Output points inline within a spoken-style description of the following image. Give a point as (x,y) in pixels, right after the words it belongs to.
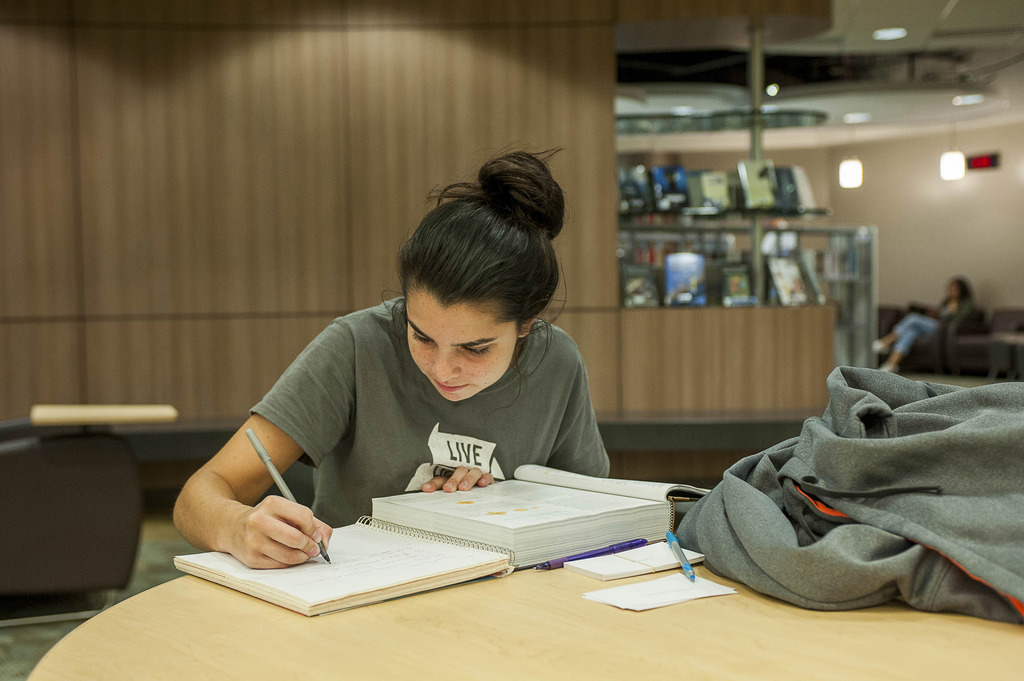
In the center of the image (463,408) we can see one person (504,474) sitting and she is holding a pen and she is writing something on the book (376,532). In front of her, we can see one table (503,649). On the table (503,649), we can see books (592,511), papers (668,559), pens (692,577) and one jacket (761,518). In the background (813,337) there is a wall (896,186), lights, shelves (863,311), one pole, books (782,195), one table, one person (913,338) sitting on the couch (921,369) and a few other objects (130,463).
